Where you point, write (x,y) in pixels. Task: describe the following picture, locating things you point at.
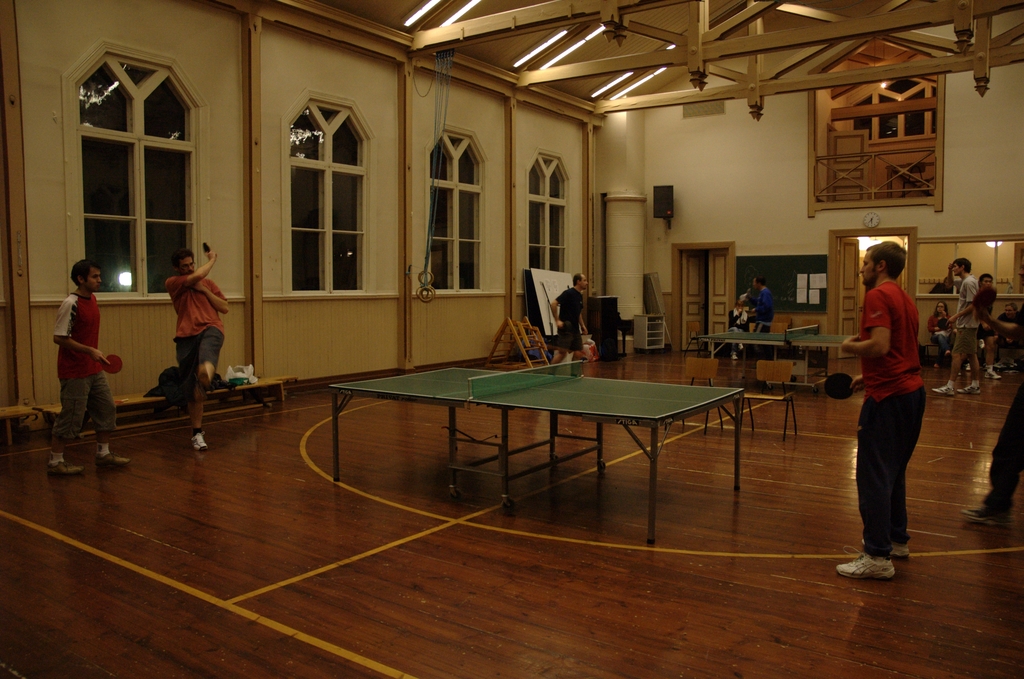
In this picture there are four persons (1004,472) who are playing table tennis. In the back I can see two persons (967,298) who are playing the table tennis. In front of the door (710,308) I can see the man (767,308) who is standing near to the board (783,296). On the left (113,214) I can see the windows (133,185). At the top (534,58) I can see tube lights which are placed on the roof (663,28) of the building (674,28). In the background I can see some persons (1013,302) who are sitting on the chair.
